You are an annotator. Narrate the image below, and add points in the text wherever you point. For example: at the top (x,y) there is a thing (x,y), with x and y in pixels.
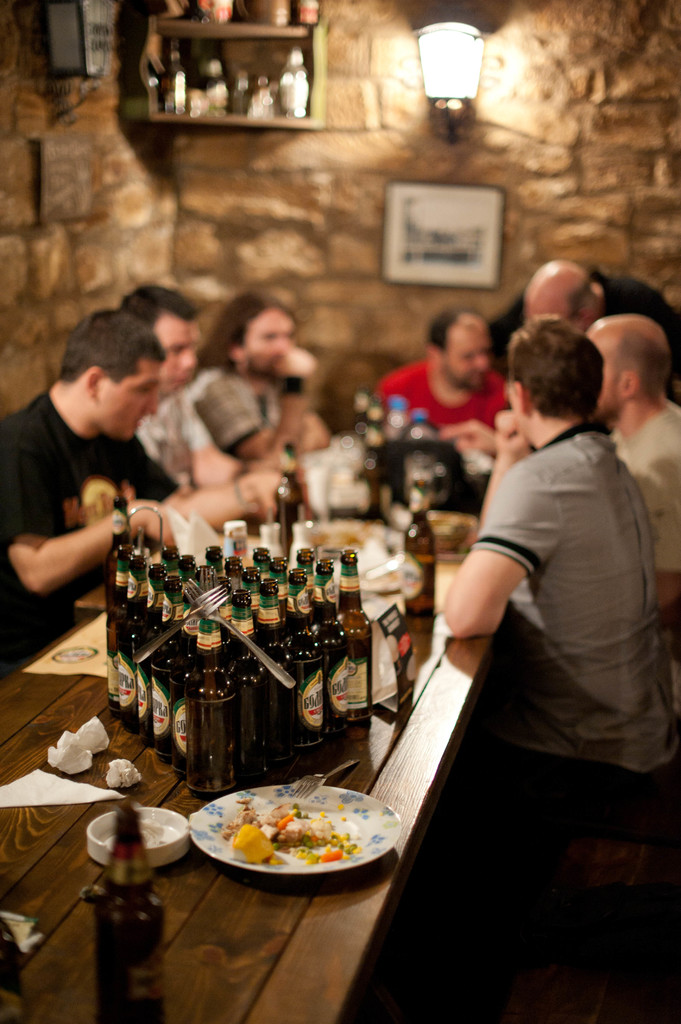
In this image, There is a table (203,971) which is in brown color on that there are some beer bottles (242,686) which are in brown color, There are some people (635,482) sitting on the chairs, In the background (104,222) there is a yellow color wall (255,207) and there is a light (458,66) which is in white color.
